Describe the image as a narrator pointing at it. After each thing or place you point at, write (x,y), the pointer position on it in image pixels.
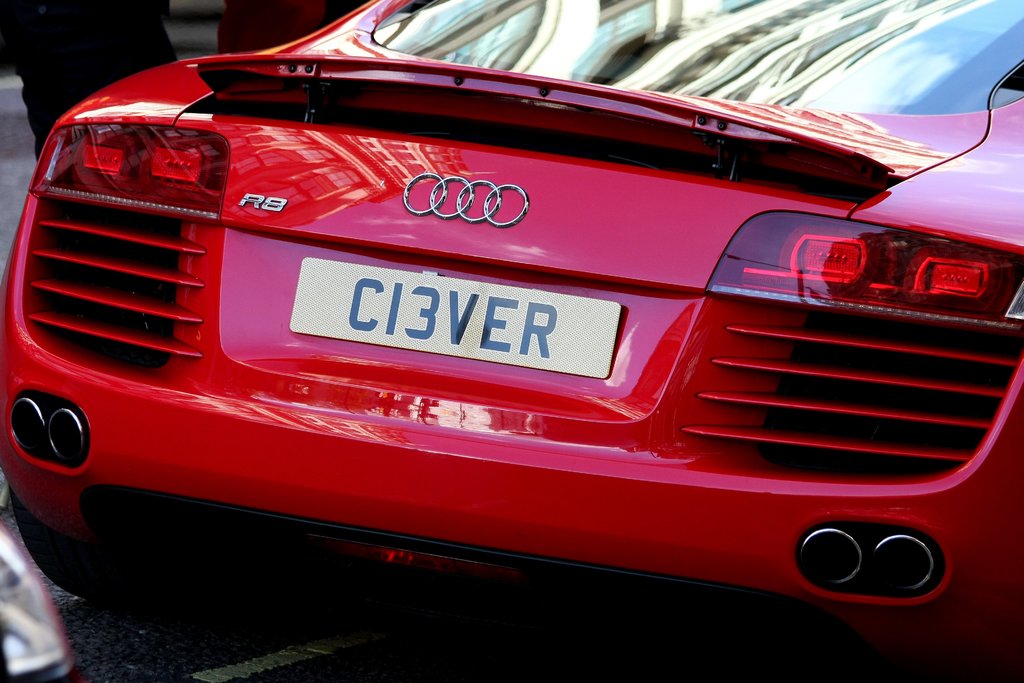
In this picture we can see a red color car (605,452) on the road (391,646).
